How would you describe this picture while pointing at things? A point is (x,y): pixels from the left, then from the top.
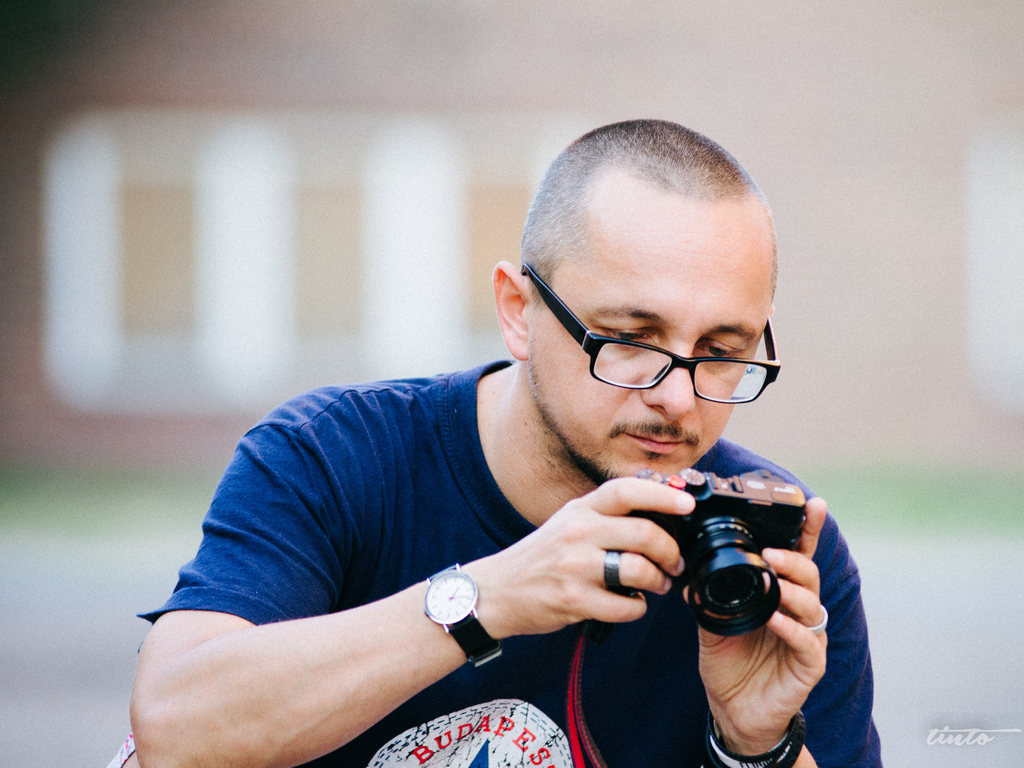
Here we can see a man (810,648) wearing t shirt (441,381). He is holding a camera (683,475) in his hand (755,747) and he is checking something on the camera (728,514).
